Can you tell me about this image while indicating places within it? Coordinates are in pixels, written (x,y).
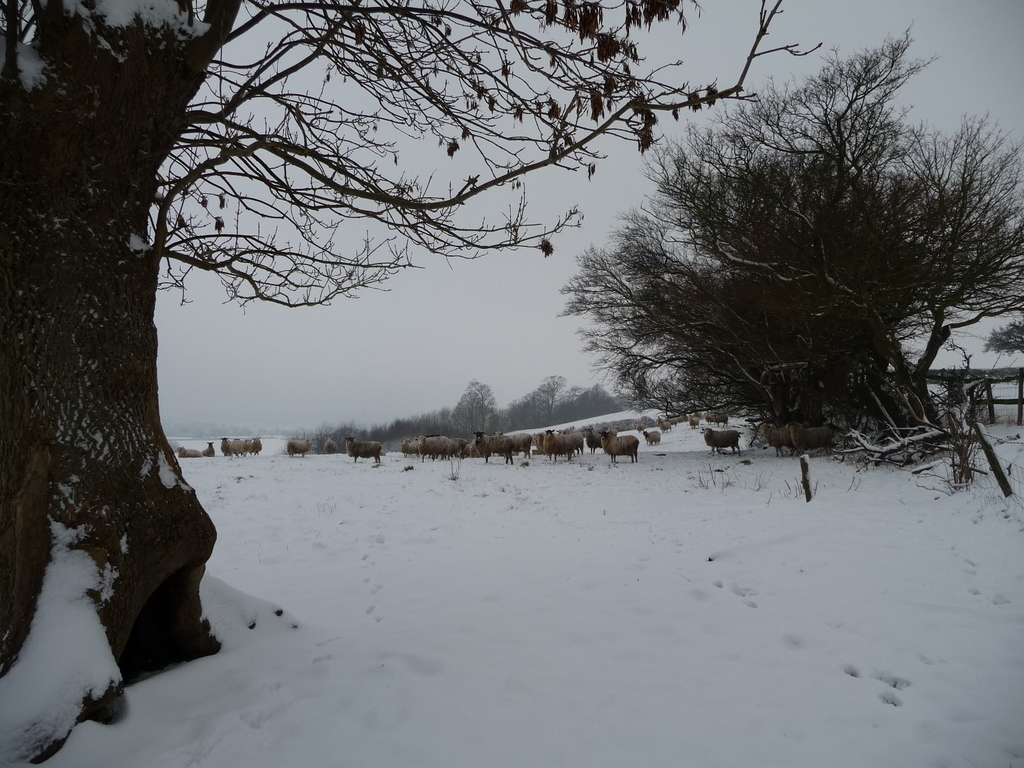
In this picture we can see a group of animals (557,452) standing on snow (518,533), trees (939,348) and in the background (363,297) we can see the sky (468,175).
